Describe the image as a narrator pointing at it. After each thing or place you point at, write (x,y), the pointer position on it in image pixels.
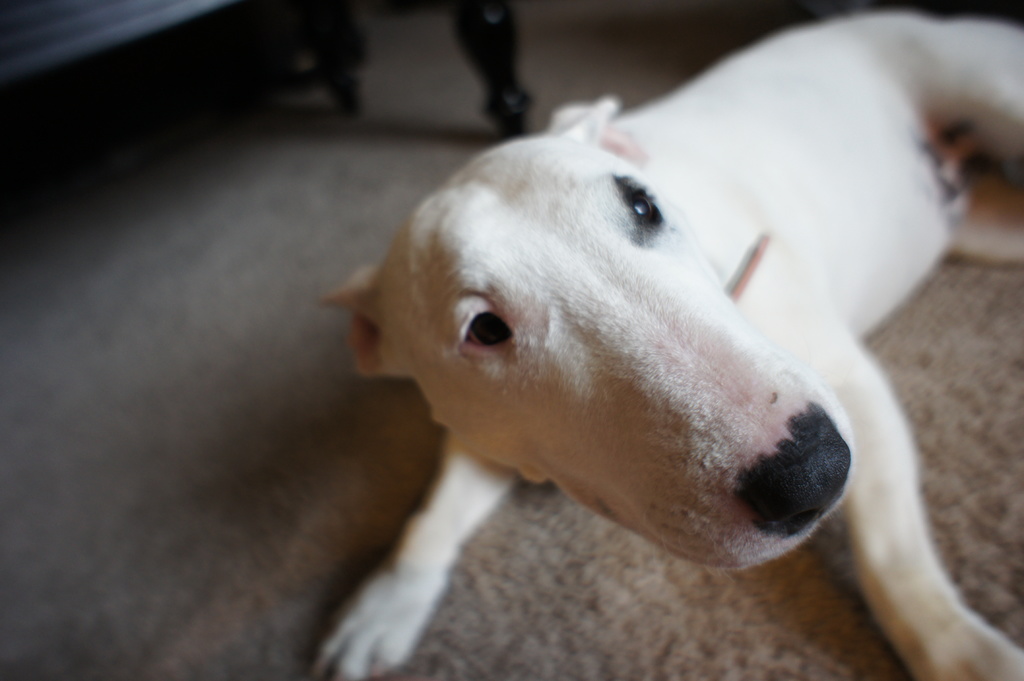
In the picture I can see a dog (891,239) on the floor (888,362). It is looking like a wooden bench (81,47) on the floor (333,130) on the top left side of the picture (290,79).
